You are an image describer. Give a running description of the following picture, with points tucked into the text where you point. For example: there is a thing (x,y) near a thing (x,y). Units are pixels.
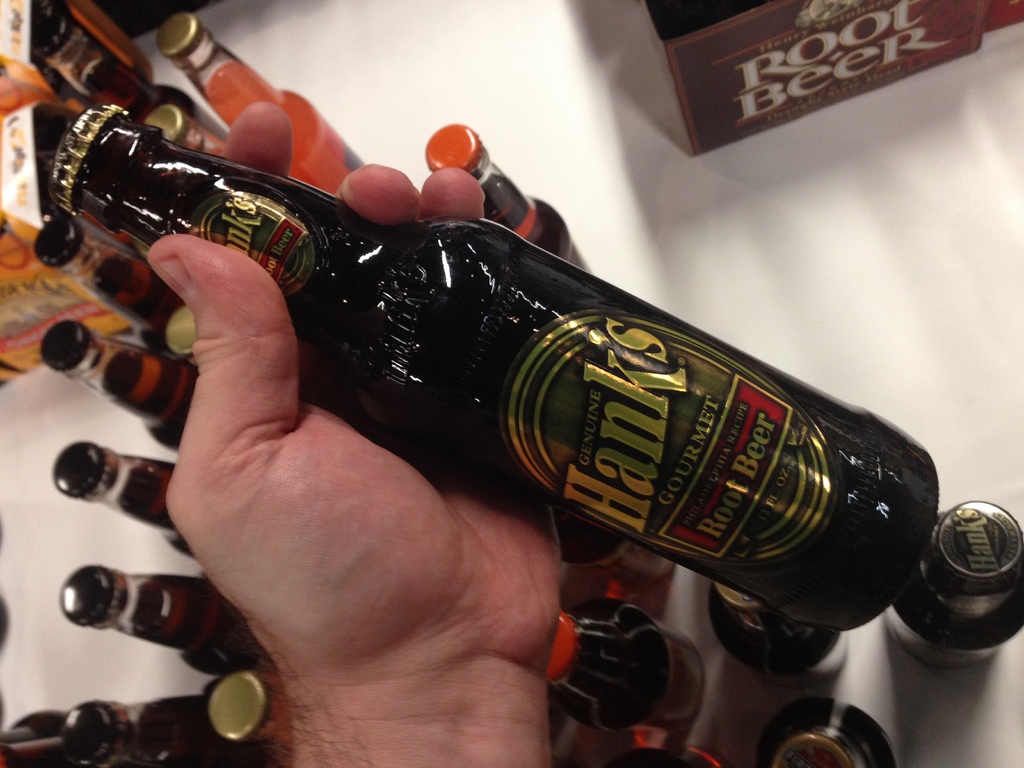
A person (456,728) is holding this bottle (185,177) with his hand (232,562). We can able to see many bottles (172,122) on floor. This is box (767,59).
